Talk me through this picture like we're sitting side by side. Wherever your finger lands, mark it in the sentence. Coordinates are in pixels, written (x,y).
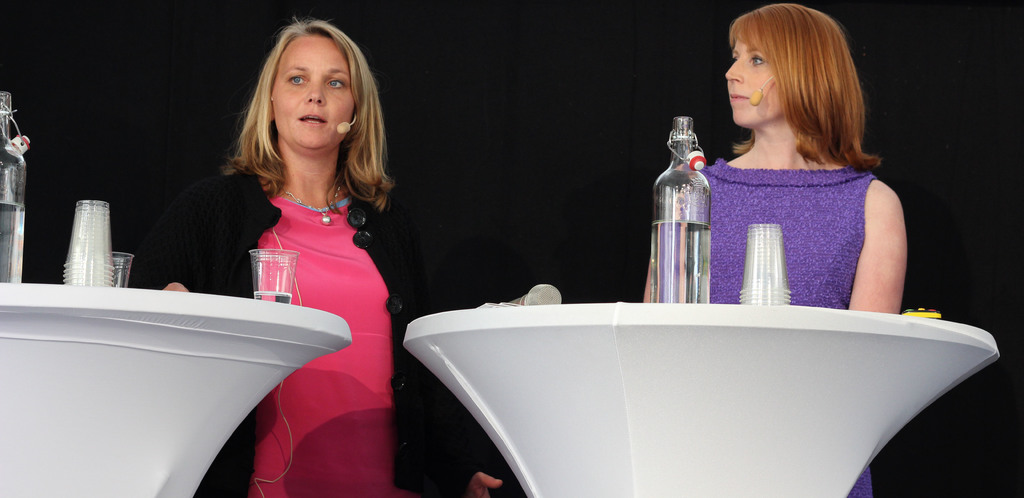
In the center of the image (385,303) we can see two ladies (857,183) are standing and wearing microphones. In-front of them, we can see the tables (509,395). On the tables (910,354) we can see the glasses (92,211), bottles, mic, object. In the background (434,287), the image is dark.
